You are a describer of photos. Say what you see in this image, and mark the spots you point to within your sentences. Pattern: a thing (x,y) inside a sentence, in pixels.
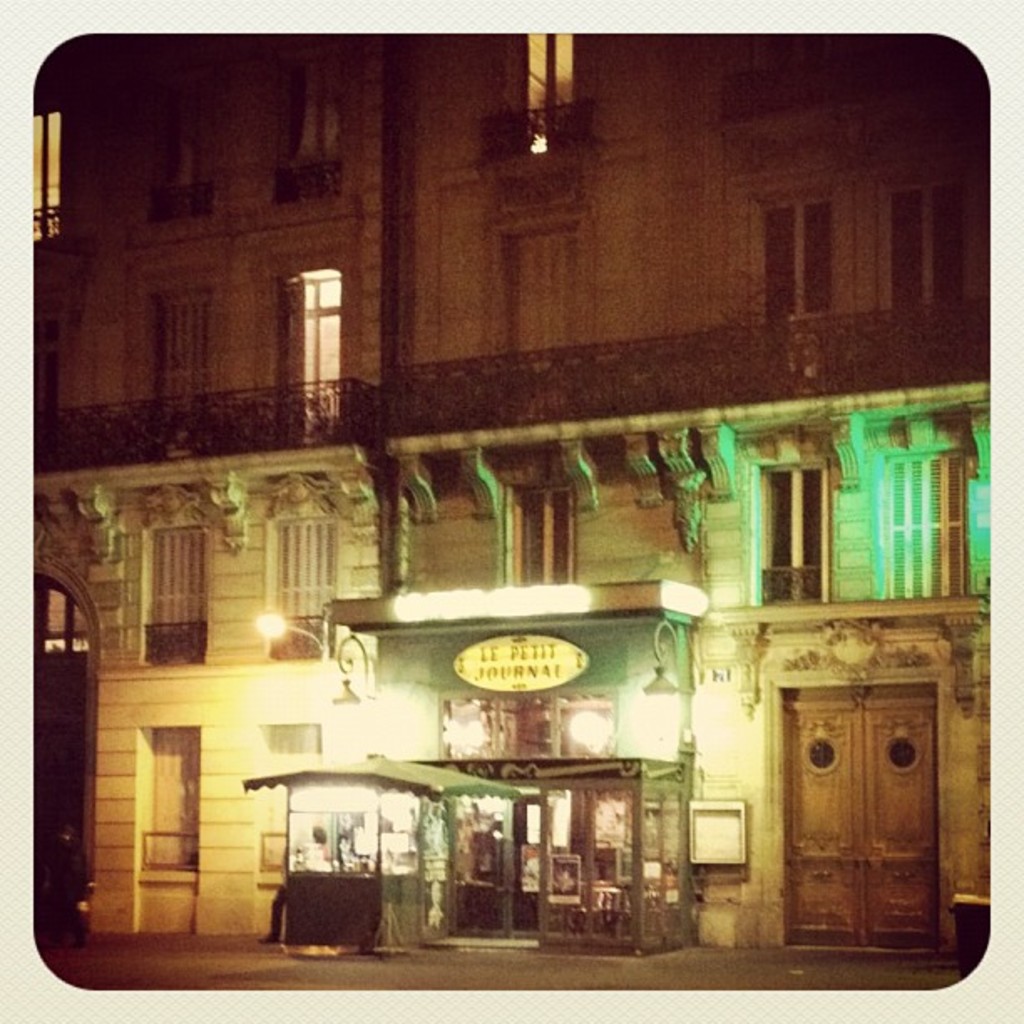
We can see lights (692,599), building (726,641) and windows (157,556).
